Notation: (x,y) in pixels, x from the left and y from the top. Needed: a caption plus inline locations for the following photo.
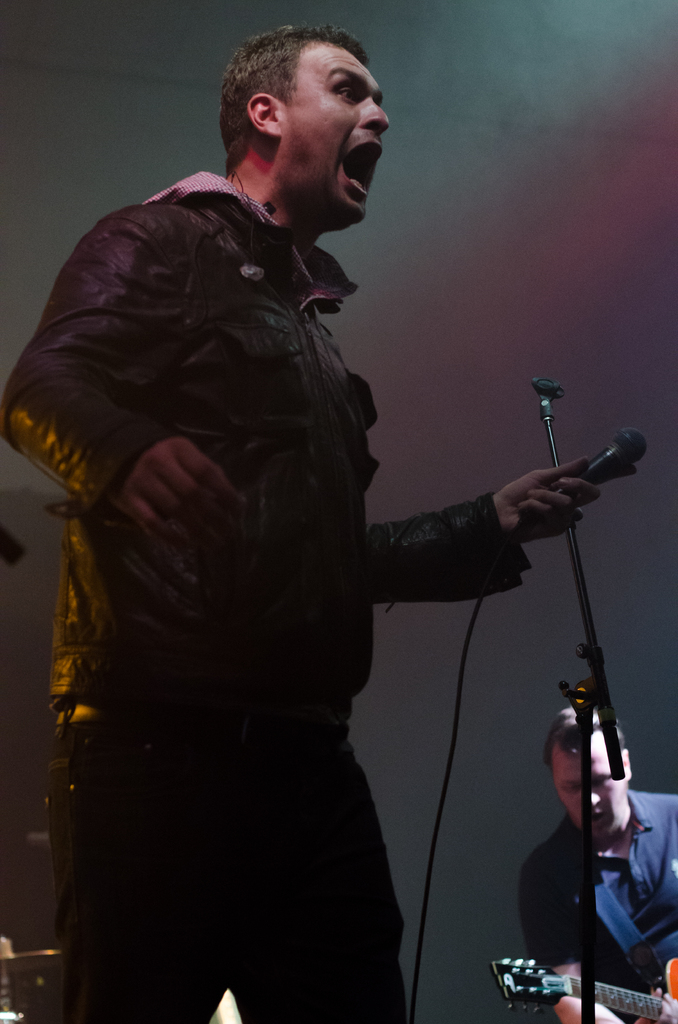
There is a man (81,975) standing in the center (374,587). He is wearing a jacket (141,532) and he holds a microphone (624,437) in his left hand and he is shouting. There is another person (669,930) on the right side (672,919) and he is holding a guitar (506,965) in his hand (666,1004).
